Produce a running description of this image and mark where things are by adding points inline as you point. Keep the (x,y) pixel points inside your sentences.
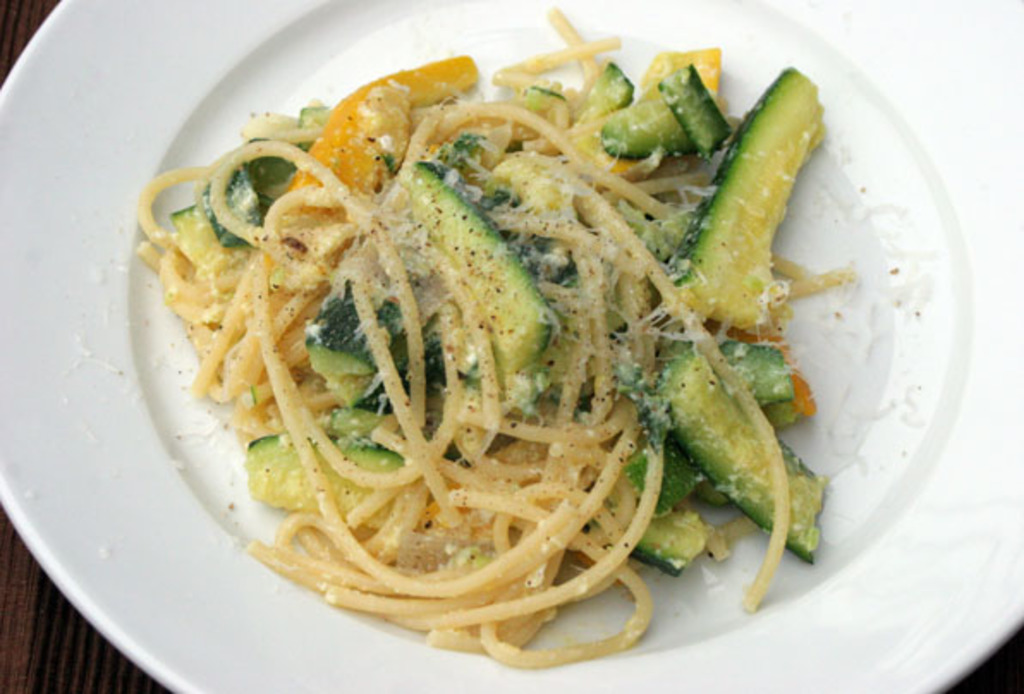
In this picture there is a plate (904,426) in the center of the image (536,287), which contains noodles (432,123) and other food items (666,478) in it.
